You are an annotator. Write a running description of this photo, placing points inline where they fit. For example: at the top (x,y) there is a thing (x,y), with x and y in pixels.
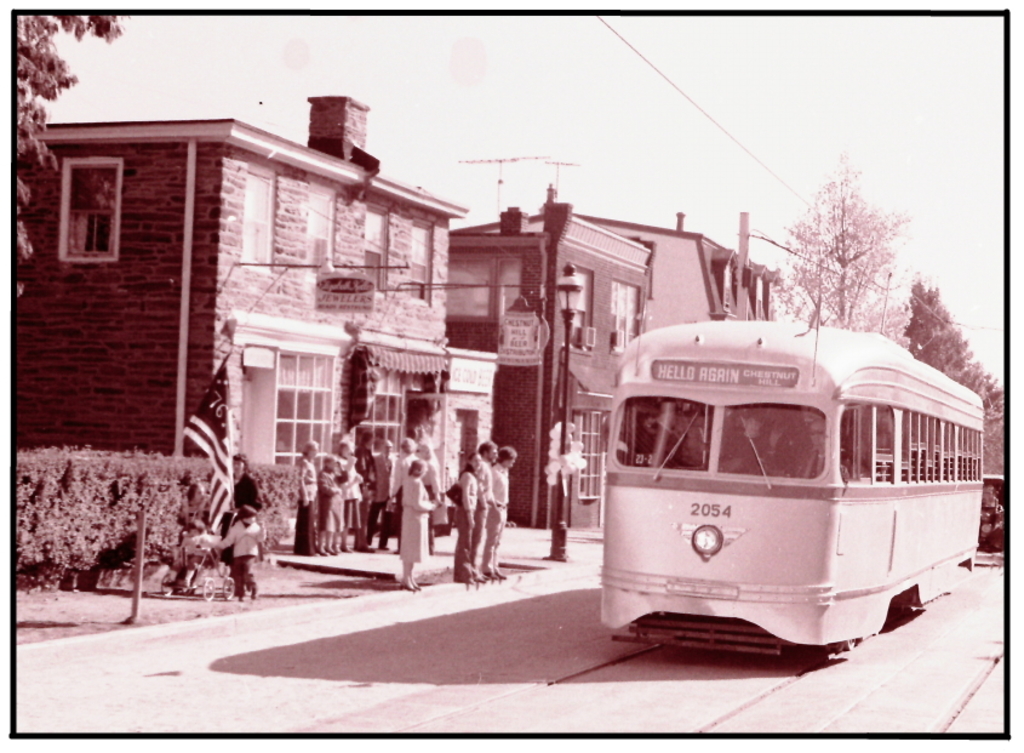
This picture consists of a streetcar (857,459) visible on the road (461,679) and in the middle (435,335) I can see houses (607,297) and in front of the houses (279,416) I can see few persons (335,506) standing, on the left side (44,511) I can see bushes (24,512) at the top (634,94) I can see the sky (911,47) and on the right side (947,362) I can see trees (890,299).
